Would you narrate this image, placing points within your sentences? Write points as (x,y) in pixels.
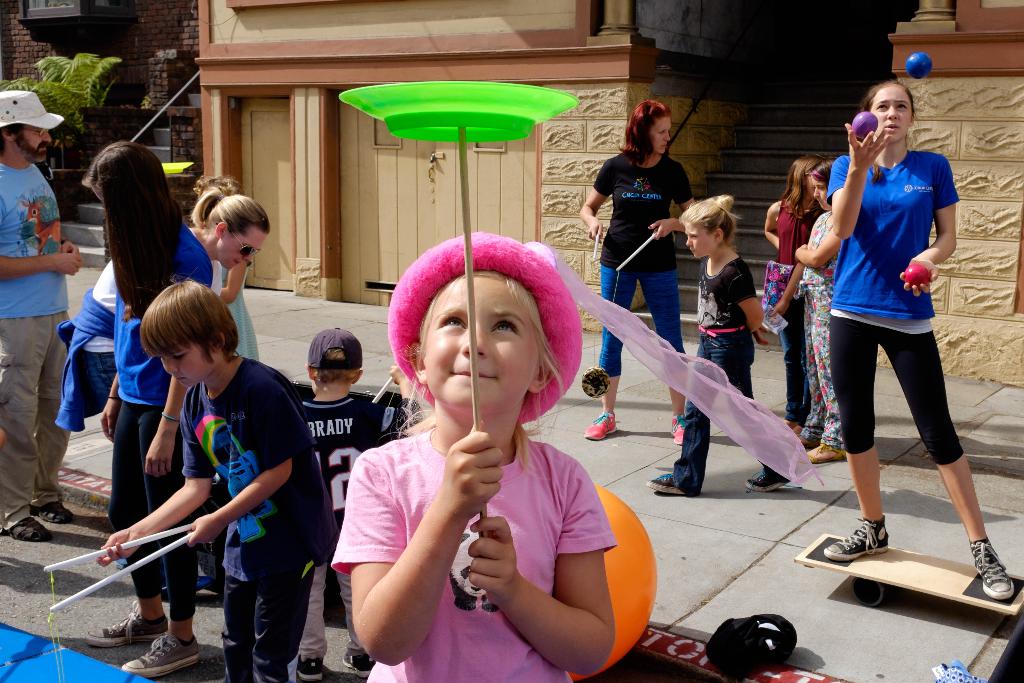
In this image there are few kids (284,393) and few people (42,128). In the bottom left (44,655) there is a blue sheet (26,669). A kid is holding two sticks (191,524). In the middle (493,311) a girl (485,520) wearing pink top (488,506) and cap (461,263) is playing with a plate (466,123) and a stick (465,153). In the right (897,213) a girl (905,199) is standing on a balance board (921,579). She is juggling. There are few other people (745,333) in the image. In the background (270,262) there is building (388,184), staircase (783,91), plants (67,69). In the left (40,206) a man (27,161) is standing wearing hat (36,106).
